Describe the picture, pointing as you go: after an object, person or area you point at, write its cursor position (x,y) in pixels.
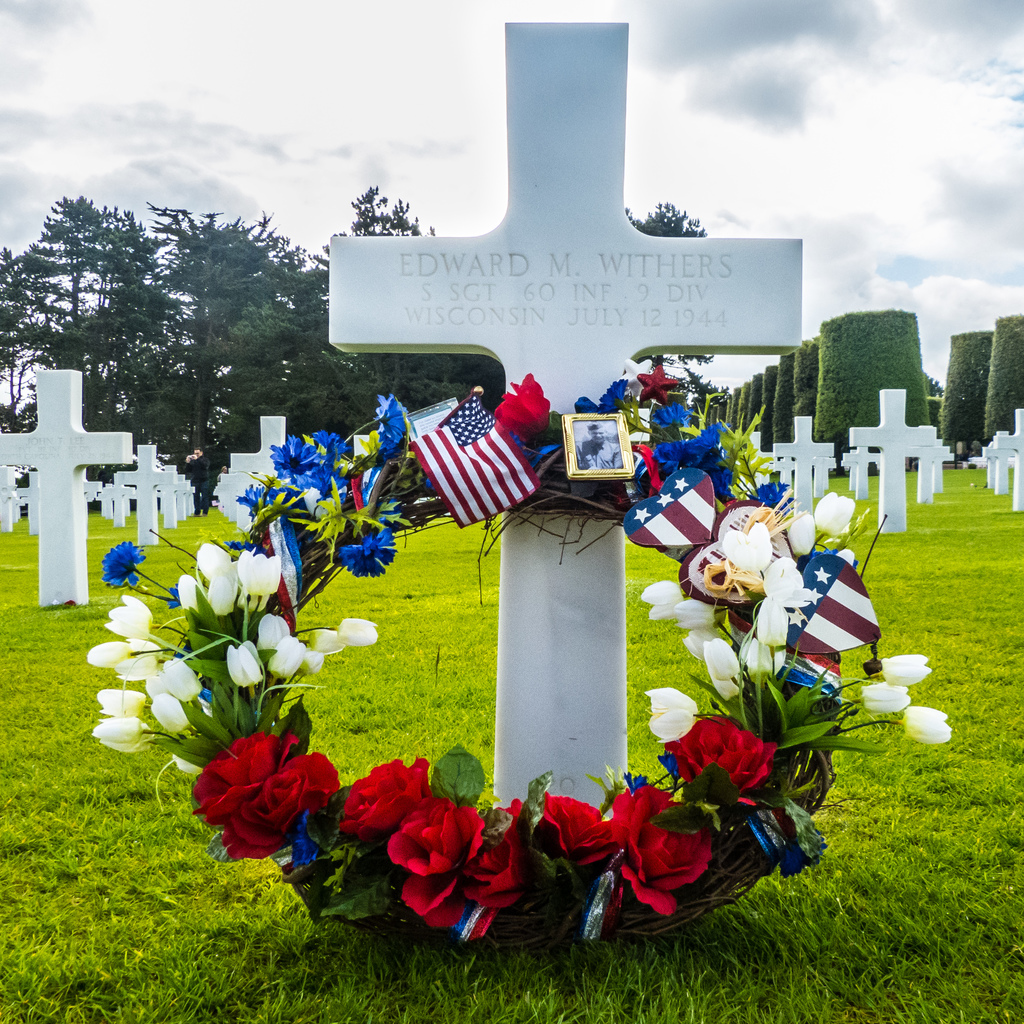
In this image we can see graveyard (967,614). In the background (255,400) we can see trees (419,365), sky (769,215) and clouds (800,222).
